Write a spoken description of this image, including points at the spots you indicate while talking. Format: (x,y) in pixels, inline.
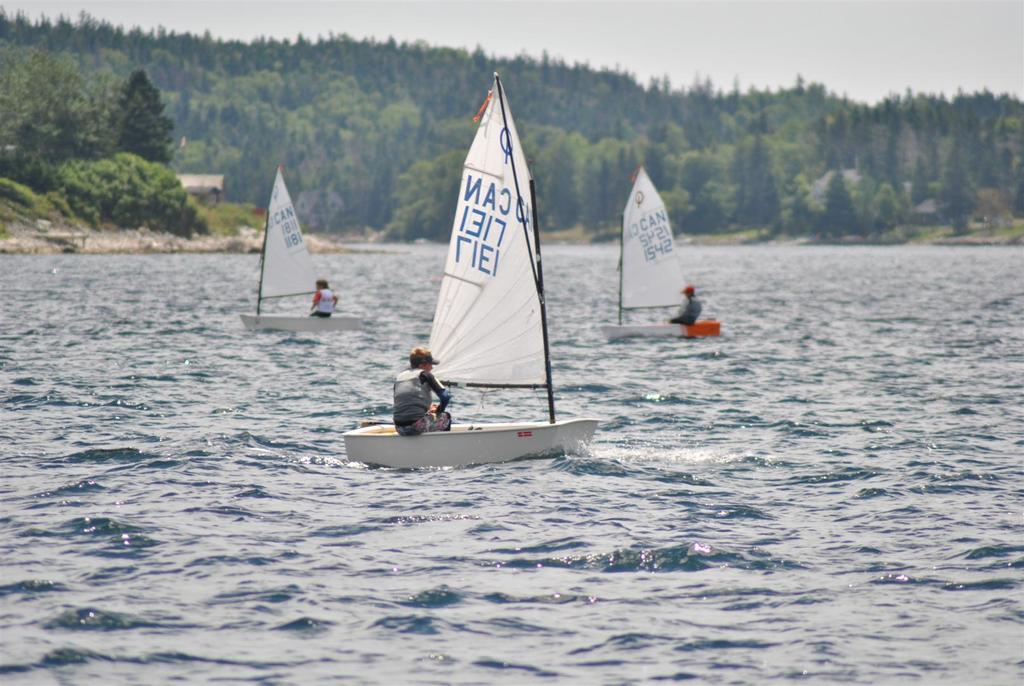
At the bottom of the image (54,483) there is water (169,635), above the water (344,448) three persons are riding boats (518,244). Behind the boats (499,209) there are some trees (38,43) and hills (85,43). At the top of the image (676,50) there is sky (954,50).
